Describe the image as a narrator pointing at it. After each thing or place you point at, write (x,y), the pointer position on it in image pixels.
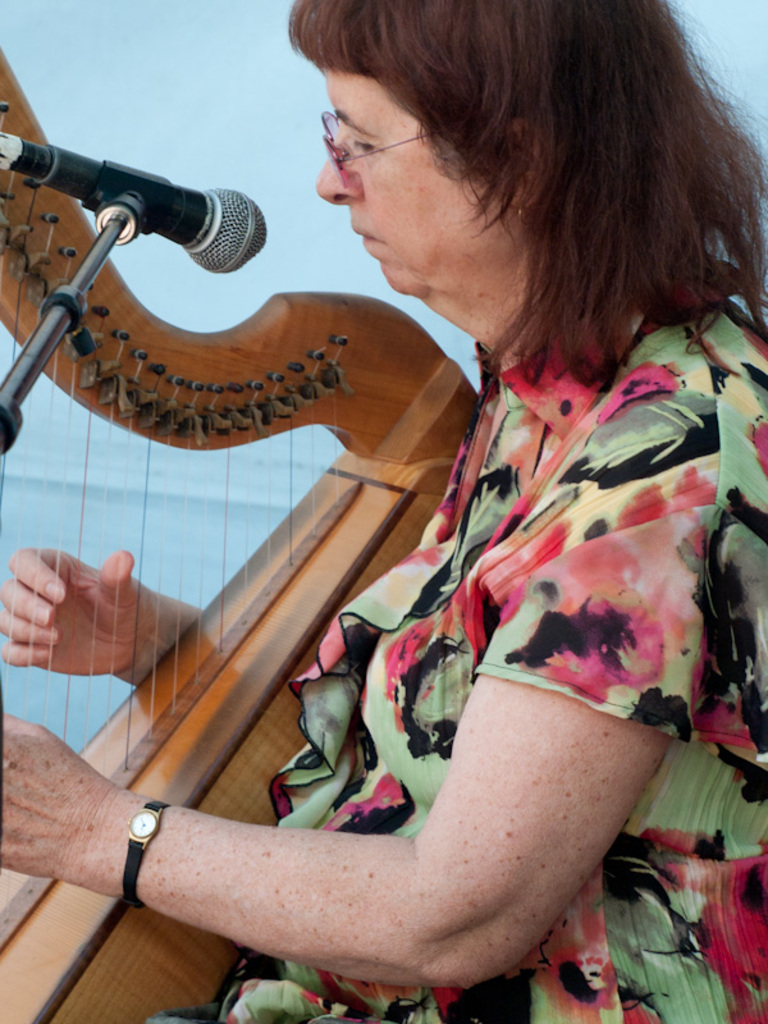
In the image I can see a woman (474,486) is playing a musical instrument (284,716). The woman (312,690) is wearing spectacles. I can also see a microphone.
